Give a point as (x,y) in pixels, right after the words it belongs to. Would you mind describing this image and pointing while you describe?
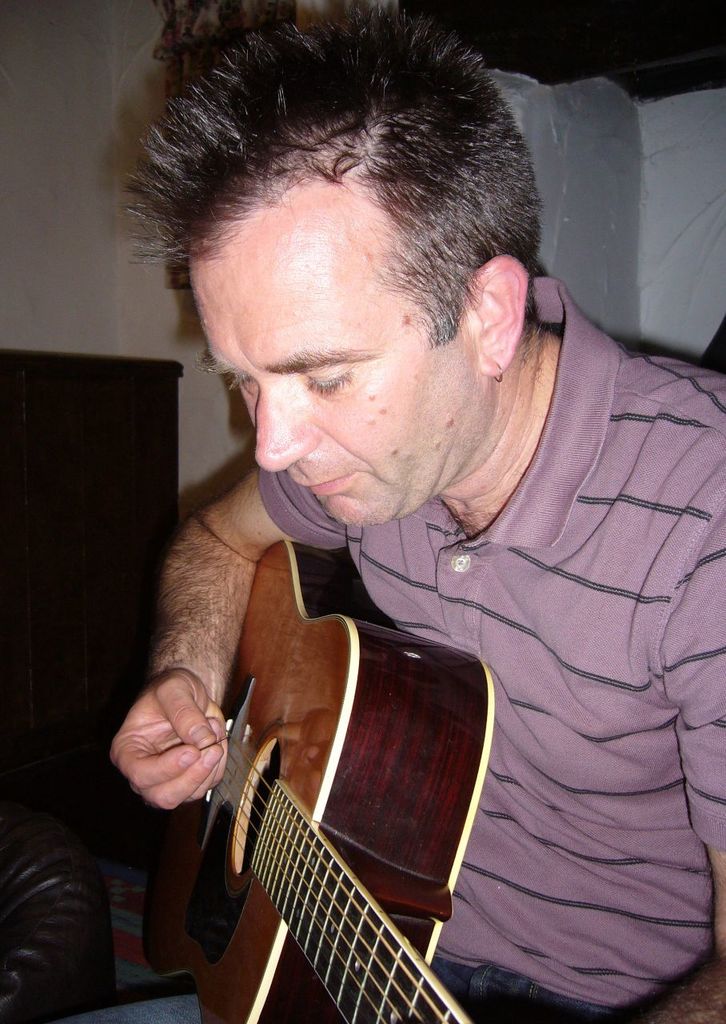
This picture is clicked inside the room (724,195). Here, we see man (574,671) in pink t-shirt (634,586) is holding guitar (295,767) in his hand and playing it. Behind him, we see a table (116,430) in brown color and a wall (68,253) in white color.
